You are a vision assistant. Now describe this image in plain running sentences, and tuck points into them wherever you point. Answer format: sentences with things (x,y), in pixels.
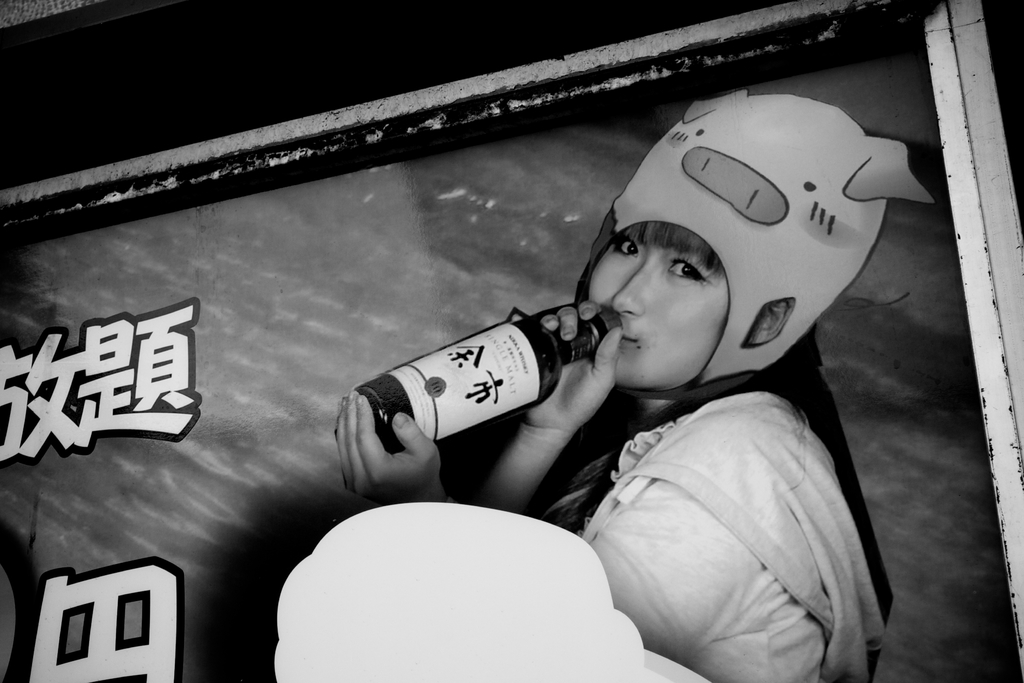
In this image, There is a person (719,437) wearing clothes (731,443) and cap (756,188) on her head (700,336). This person (668,357) holding a bottle (501,371).
